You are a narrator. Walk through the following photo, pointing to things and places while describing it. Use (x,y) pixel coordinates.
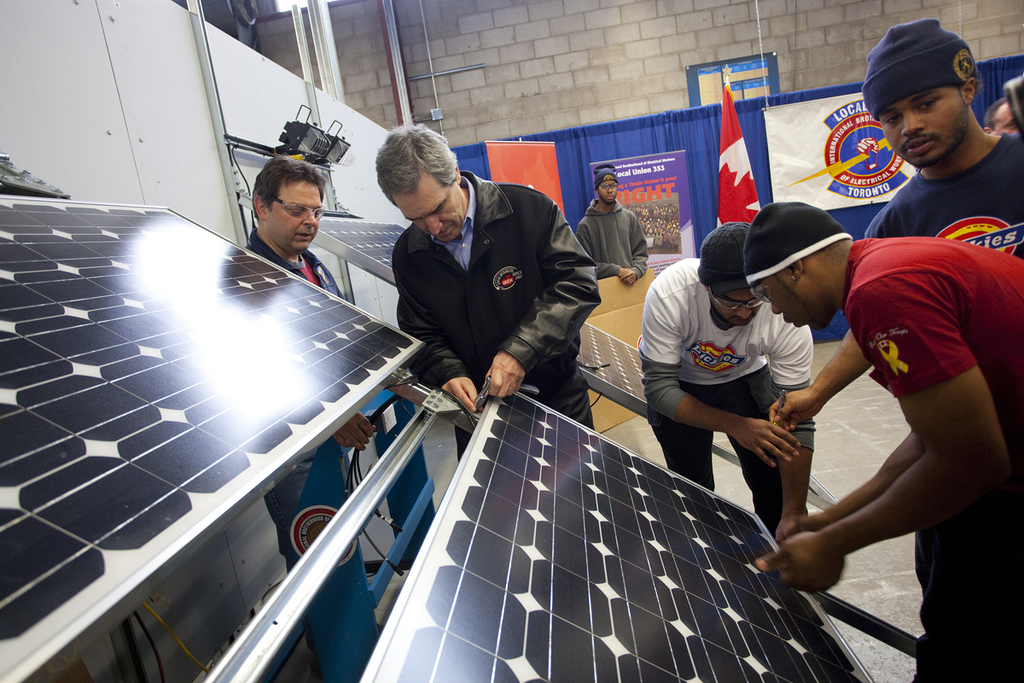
In the image there are few persons (715,326) standing around solar panels (259,376), in the back (673,166) there is wall (585,61) with cloth (679,145), banners (648,188) and flag (727,137) in front of it, on the left side (89,104) there is white board wall (105,112).
